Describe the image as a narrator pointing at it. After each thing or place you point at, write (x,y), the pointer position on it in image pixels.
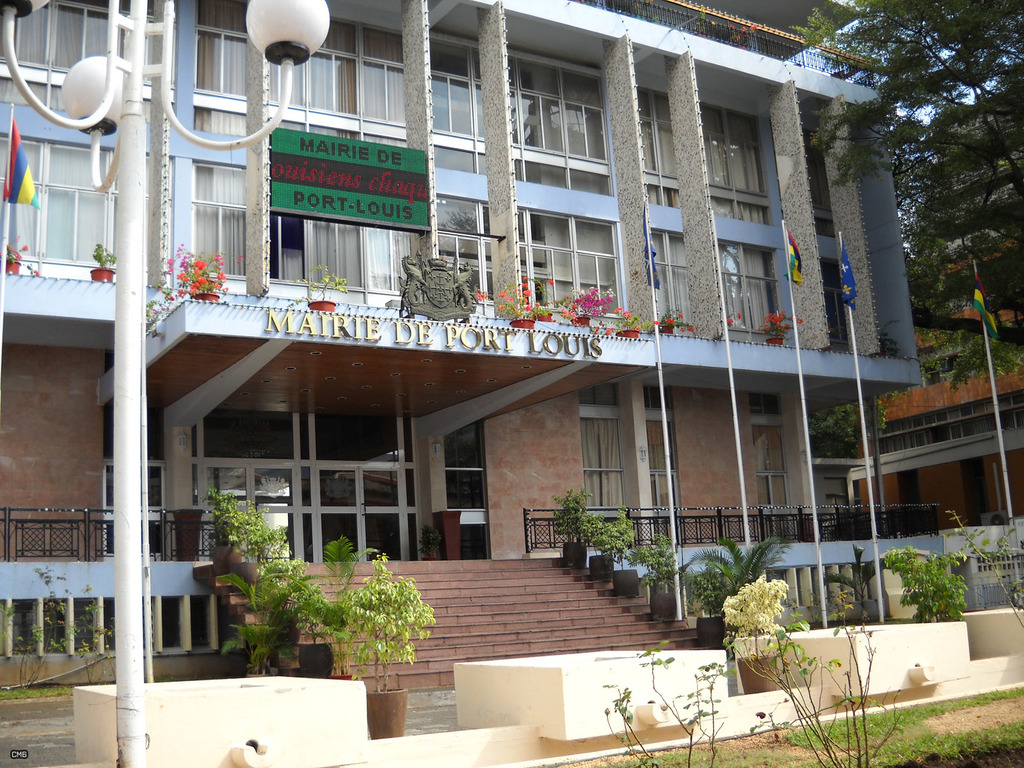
In this image, I can see a building (573,453) with name boards (389,340), windows (367,286), doors (359,485), iron grilles (45,525) and flower pots (709,622). In front of the building (650,416), there are flags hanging to the poles (672,527) and there are plants (667,547). On the left side of the image (110,131), I can see the lights (75,98) to a pole (133,699). There are stairs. On the right side of the image (942,391), I can see a tree (958,198) and another building (981,388).
